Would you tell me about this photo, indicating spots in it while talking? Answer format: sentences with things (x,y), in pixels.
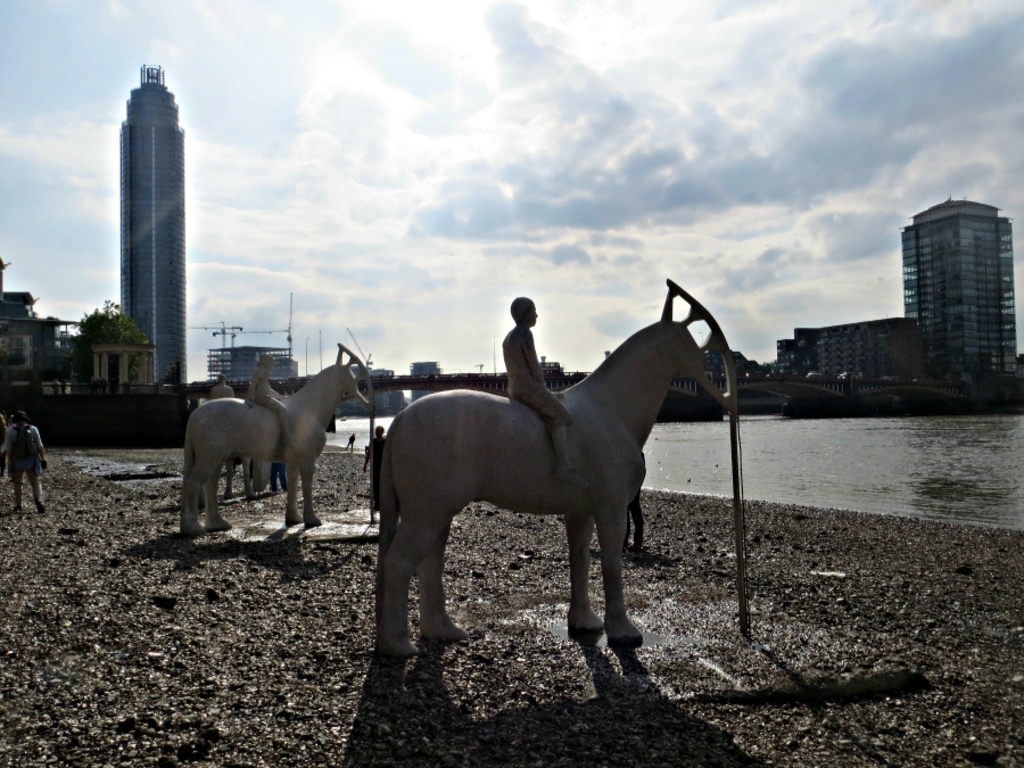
In this picture we can see statues (388,608) of two people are sitting on horses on the ground (285,605) and in the background (1019,13) we can see few people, water (912,471), buildings (979,355), trees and the sky (1012,26).
